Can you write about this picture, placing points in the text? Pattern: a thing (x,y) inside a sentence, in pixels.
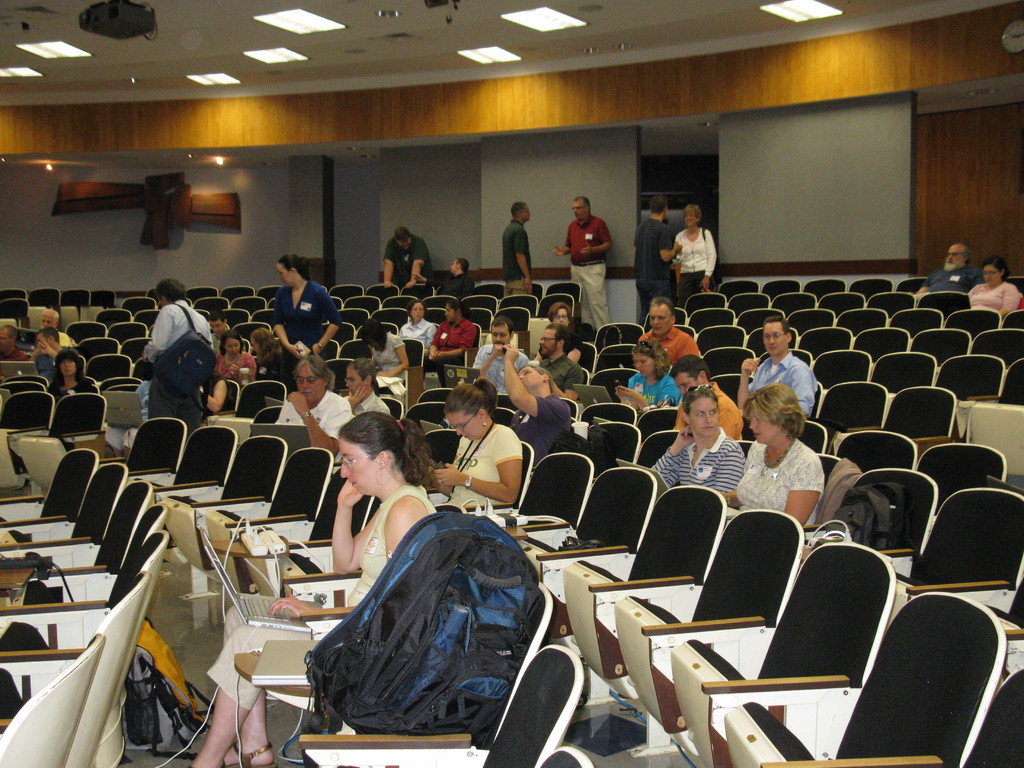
In this image I see few people (165,290) sitting and few of them are standing. I can also see that there are lot of chairs (816,332) and few things (226,576) kept on it. In the background (275,278) I see the wall (19,265) and lights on the ceiling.
